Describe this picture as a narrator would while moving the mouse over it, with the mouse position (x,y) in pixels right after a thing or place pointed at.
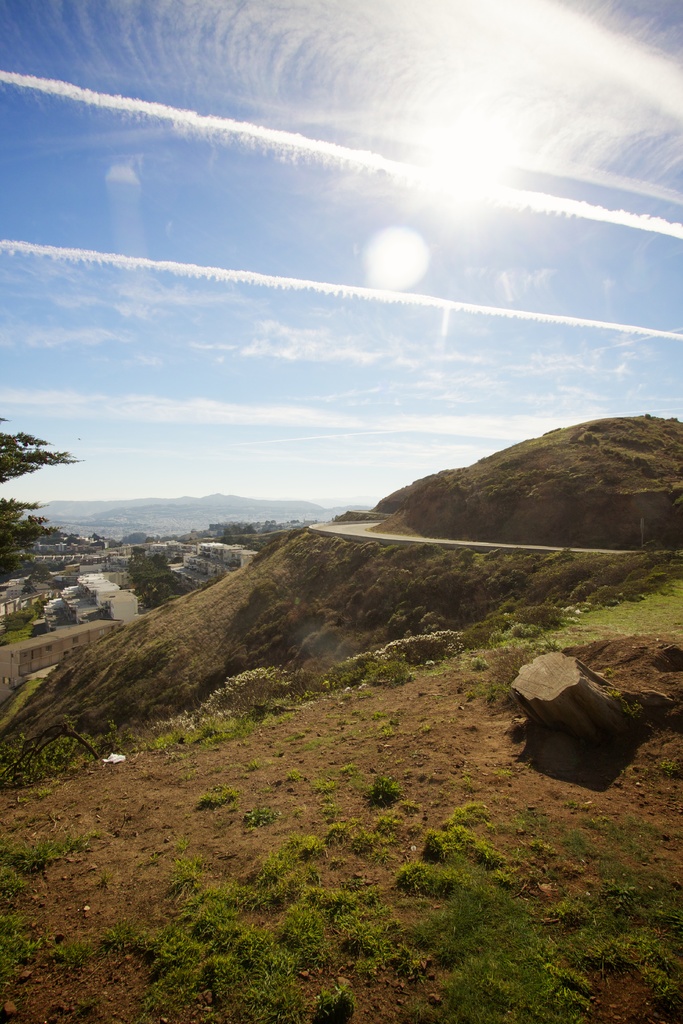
In the foreground of the picture (392,648) there is a hill (447,908), on the hill (473,669) there are shrubs (453,589), grass (551,628), path (523,547) and stones (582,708). In the center of the picture (234,542) towards left (9,586) there are trees (162,563) and buildings (104,560). At the top (221,228) is sun (471,191), shining in the sky (281,176).
